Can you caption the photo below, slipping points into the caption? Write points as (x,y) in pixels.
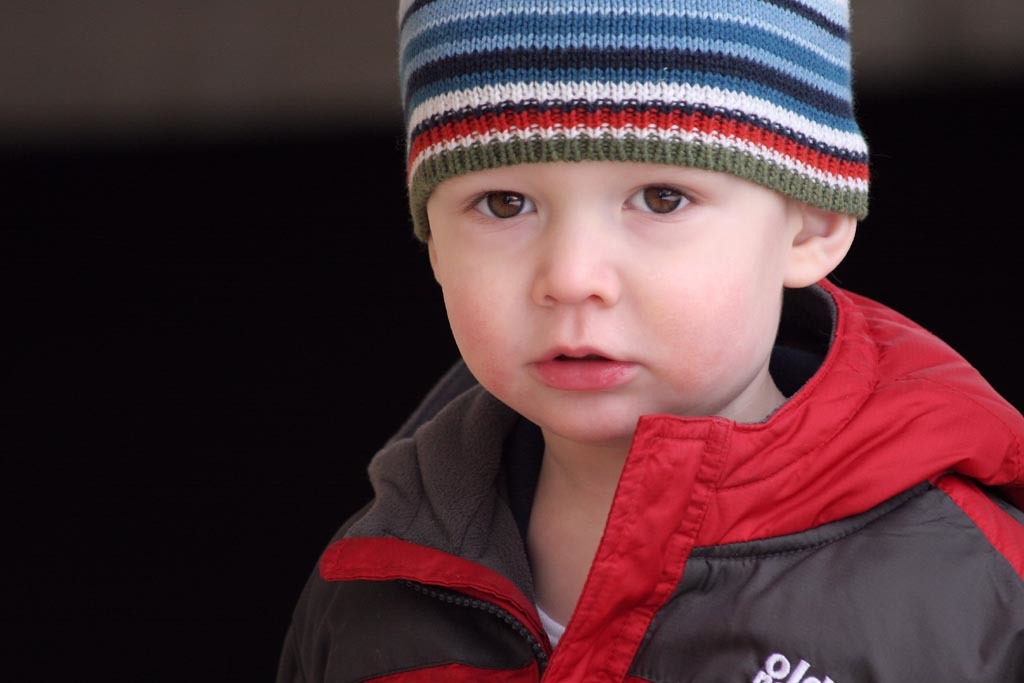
In this image, we can see a kid (682,487) is watching and wearing a jacket (718,527) and cap (625,127). Background (154,455) it is dark.
